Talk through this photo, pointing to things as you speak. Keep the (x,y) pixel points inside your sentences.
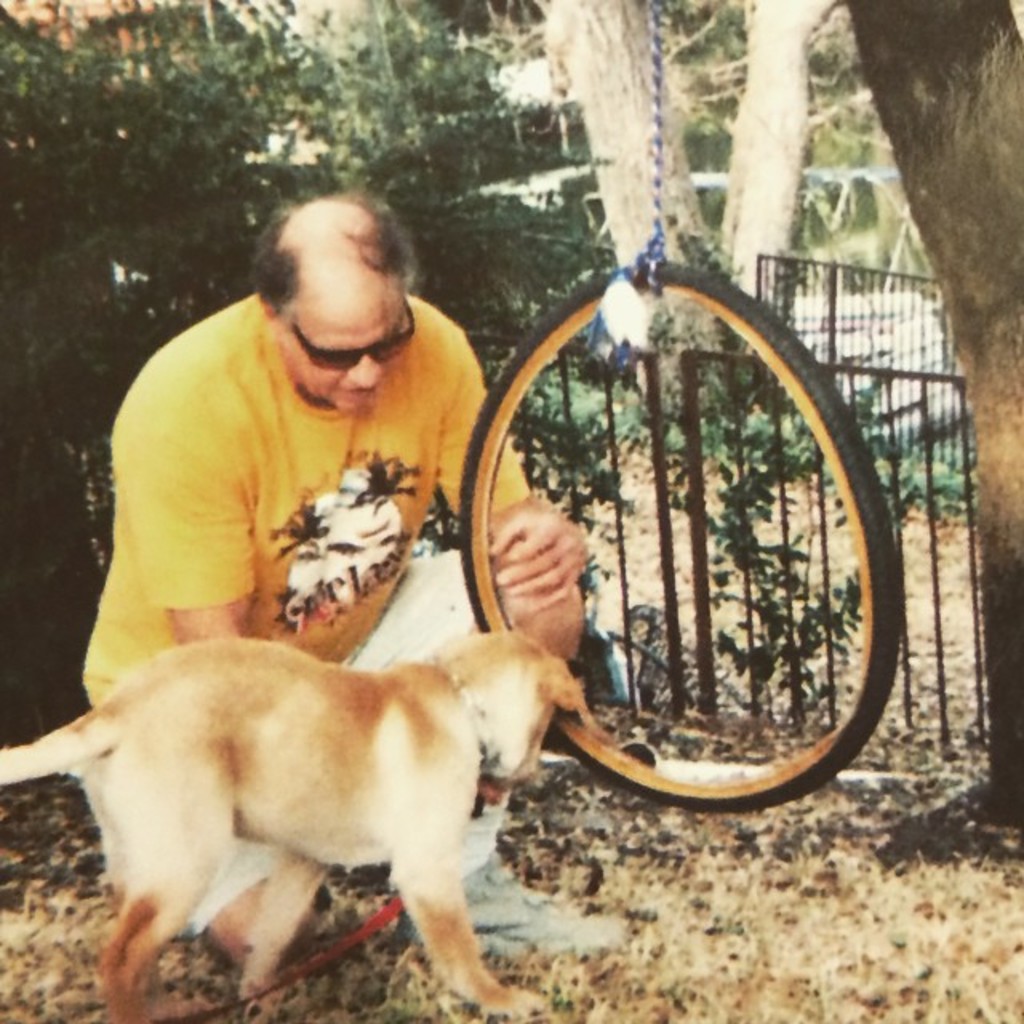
In the picture we can see an old man (366,392) wearing yellow color T-shirt (317,540) and glasses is having a dog (128,832) in front of him and standing on the ground (572,876). Here we can see a tire (498,612) tied to the tree (973,81) using the rope (653,246). In the background (778,176), we can see the fence (959,472) and trees (508,214).
